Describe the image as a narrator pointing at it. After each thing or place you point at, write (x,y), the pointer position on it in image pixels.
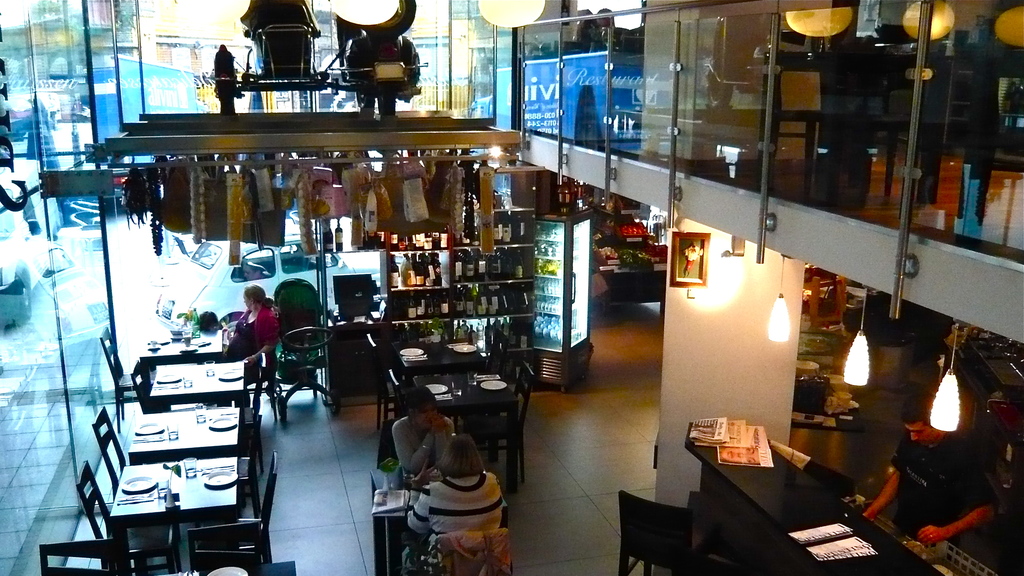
In this picture we can see three persons (440,514) are sitting on the chairs (262,367). These are the tables (236,417). On the table (123,506) there are plates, and glasses (186,386). This is floor (595,470). There is a rack (526,270) and these are the bottles (483,262). This is wall (735,365) and these are the lights (949,389). Here we can see a man (959,477) who is standing on the floor (595,310). There are papers (770,453). This is glass (863,172) and there is a refrigerator (558,300). Here we can see a vehicle (300,264).
